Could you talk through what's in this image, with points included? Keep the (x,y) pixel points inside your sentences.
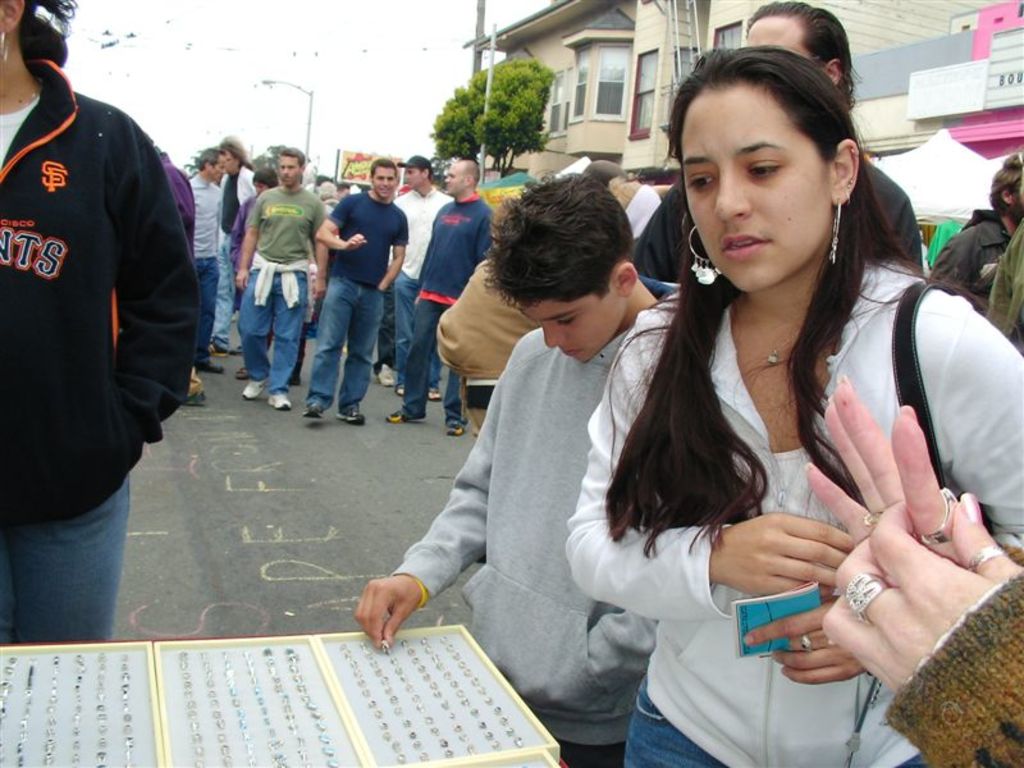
In this image there is the sky (233,48), there is a pole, there is a street light (312,106), there are buildings (588,57) truncated towards the top of the image (651,69), there are windows (618,80), there is a tree (529,72), there is text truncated towards the right of the image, there are group of persons (398,242) on the road (312,469), there is a person (77,305) truncated towards the left of the image (76,243), there are persons (1000,239) truncated towards the right of the image (936,273), there are persons (683,420) holding objects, there are rings (404,679), there are boxes (279,739) truncated towards the bottom of the image (250,736).
